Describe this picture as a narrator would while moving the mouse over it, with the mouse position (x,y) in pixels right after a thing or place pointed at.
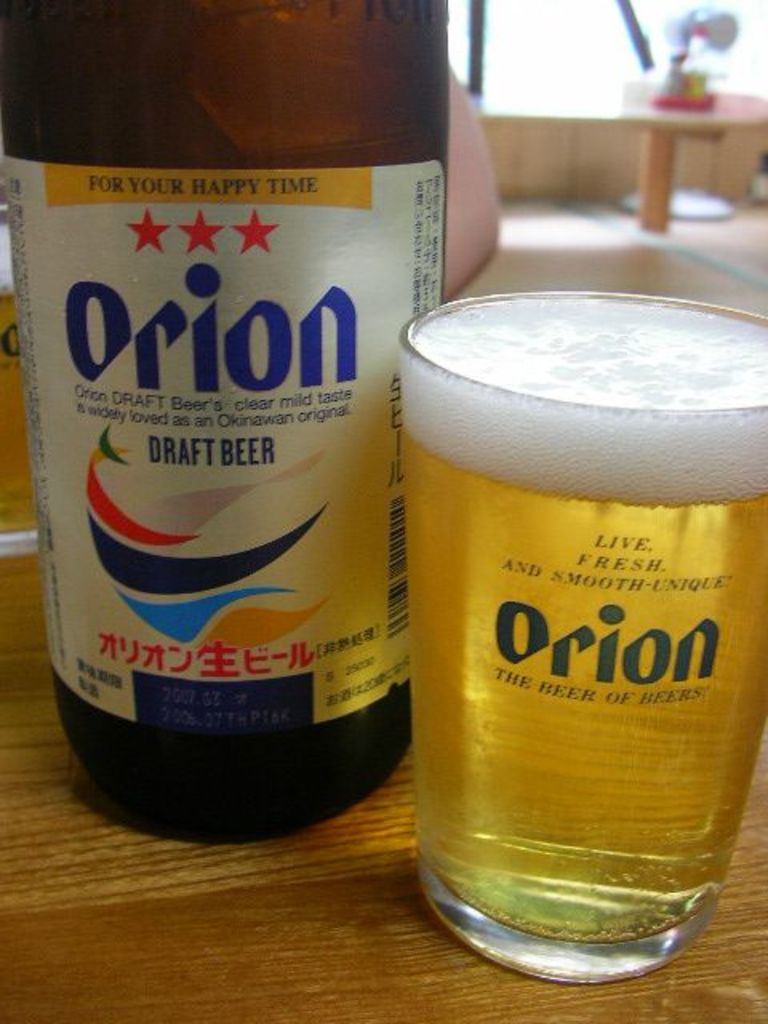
In this image there is a beer bottle (253,486) and a glass (529,773) full of beer (488,503) beside it. They are kept on the table (189,924).
